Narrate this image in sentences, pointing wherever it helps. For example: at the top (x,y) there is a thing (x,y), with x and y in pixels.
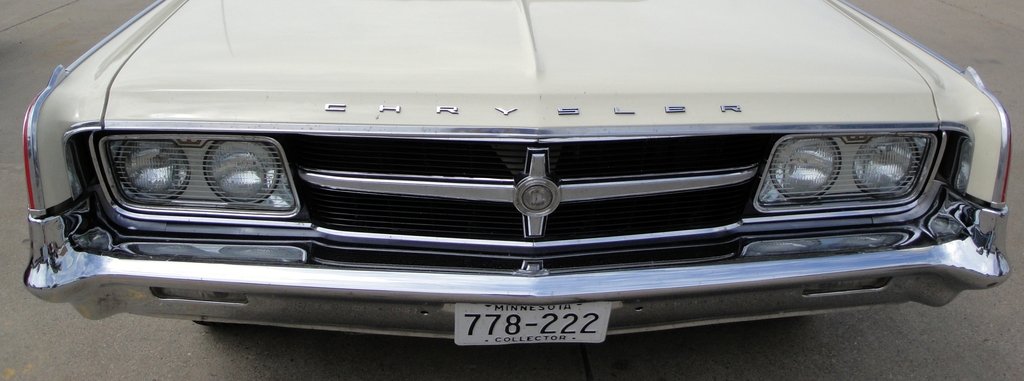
In this image we can see a car (499,245) on the road (499,360).
